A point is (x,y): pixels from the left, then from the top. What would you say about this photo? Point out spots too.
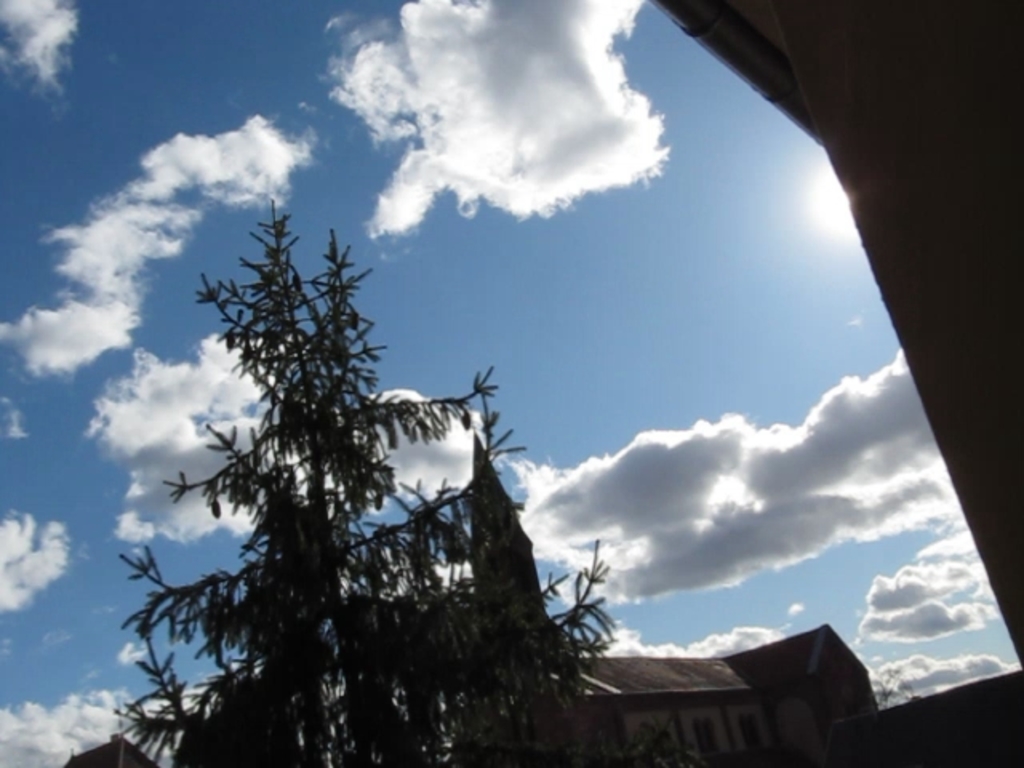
In the center of the image (344,409) we can see a building (726,738), tree (324,546) are present. On the right side of the image (956,257) a wall (940,265) is there. At the top of the image (422,169) clouds (634,486) are present in the sky (655,313).
